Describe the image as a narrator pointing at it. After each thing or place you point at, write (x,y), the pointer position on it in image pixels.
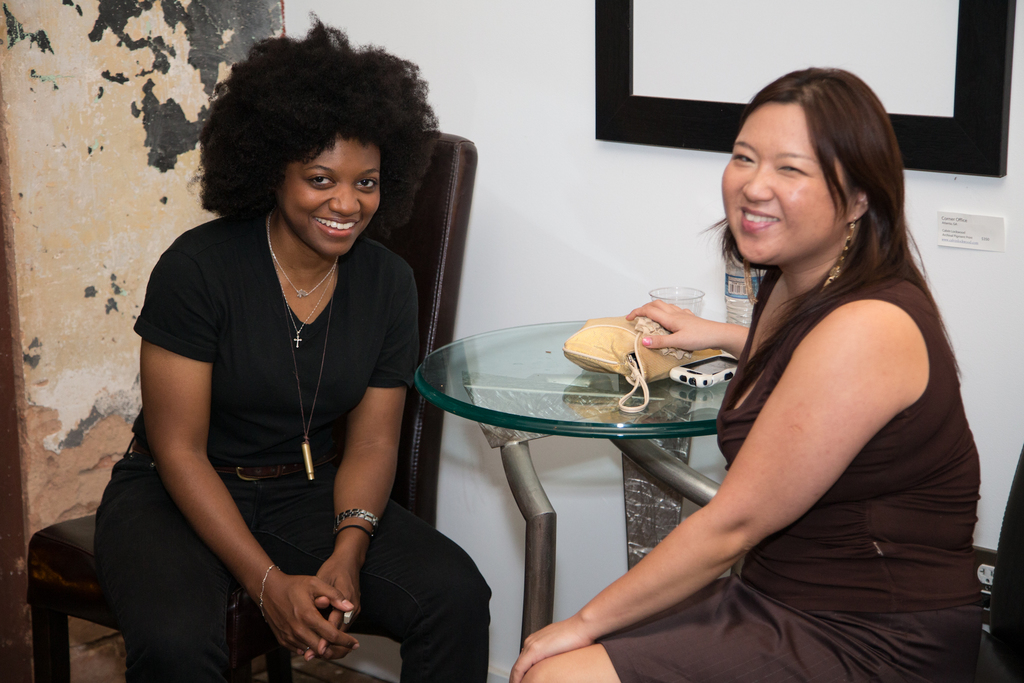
Here we can see a couple of woman (273,608) sitting on chairs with table (662,383) in front of them and there is a hand bag (579,331) and mobile phone (713,369) and bottle of water (727,284) present on the table (682,388) both the women (827,236) are smiling.
